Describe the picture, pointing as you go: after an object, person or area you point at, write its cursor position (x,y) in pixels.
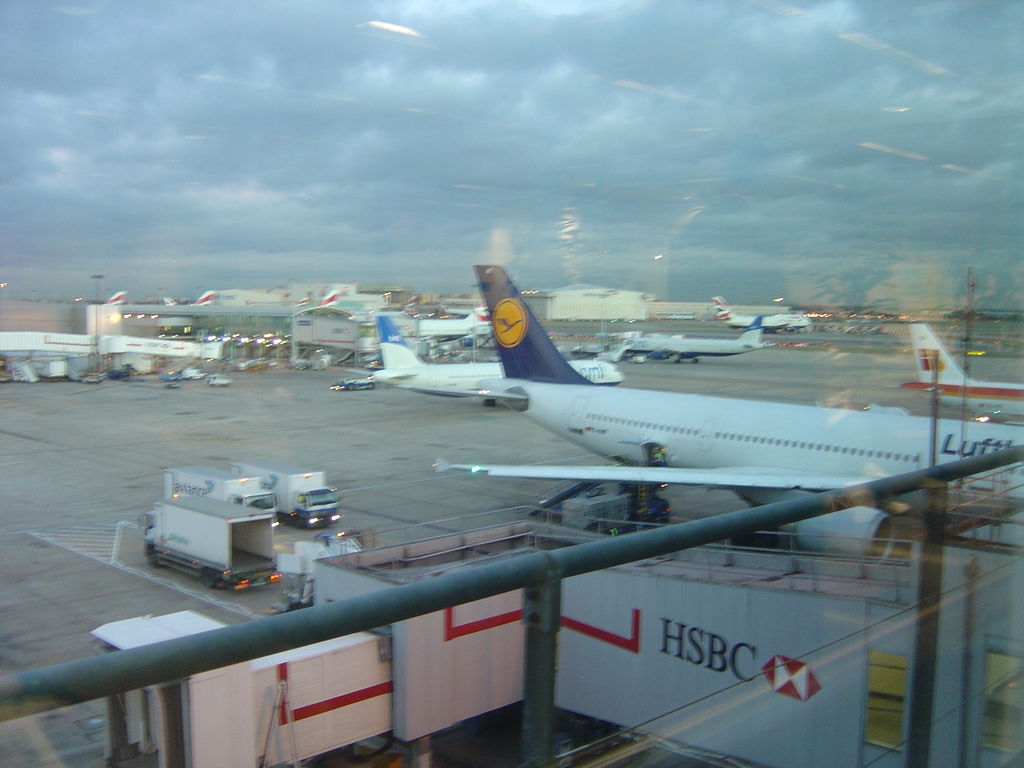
In this picture we can see few metal rods (305,621), poles (935,396), containers (281,494), vehicles (266,518) and an airplanes (689,439), in the background (190,295) we can find few buildings (252,302) and clouds (595,122), and also we can see lights (243,335).
